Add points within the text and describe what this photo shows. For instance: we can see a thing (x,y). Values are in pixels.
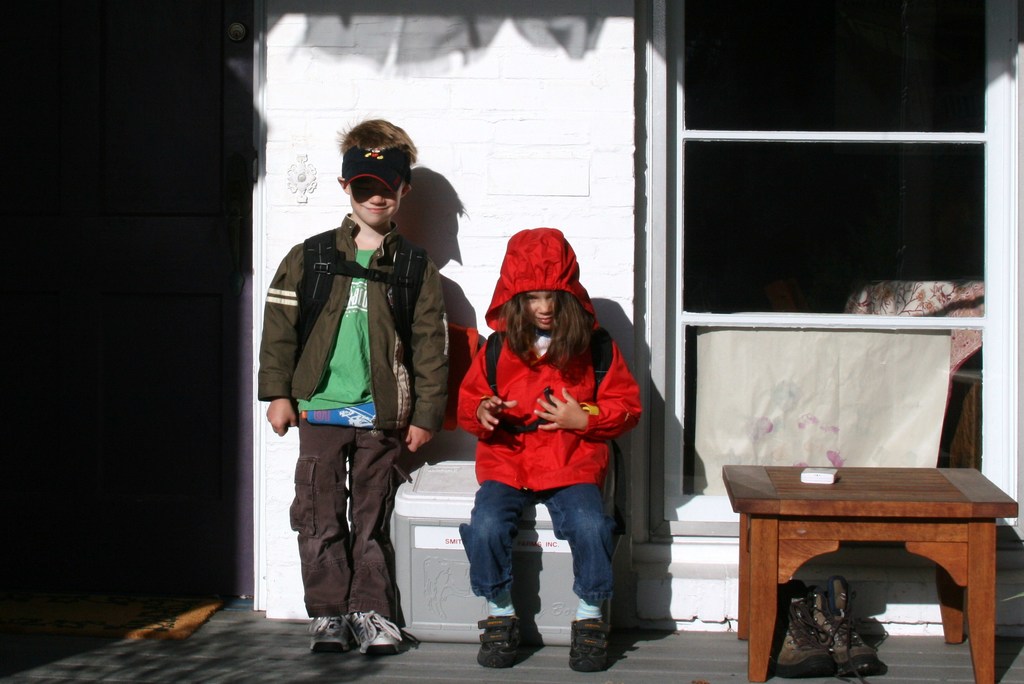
In this image we can see a girl (535,246) is sitting and a boy (421,294) is standing, and here is the table (867,468), and at side here is the door (10,309), and here is the wall (431,129), and here is the window (886,279).
